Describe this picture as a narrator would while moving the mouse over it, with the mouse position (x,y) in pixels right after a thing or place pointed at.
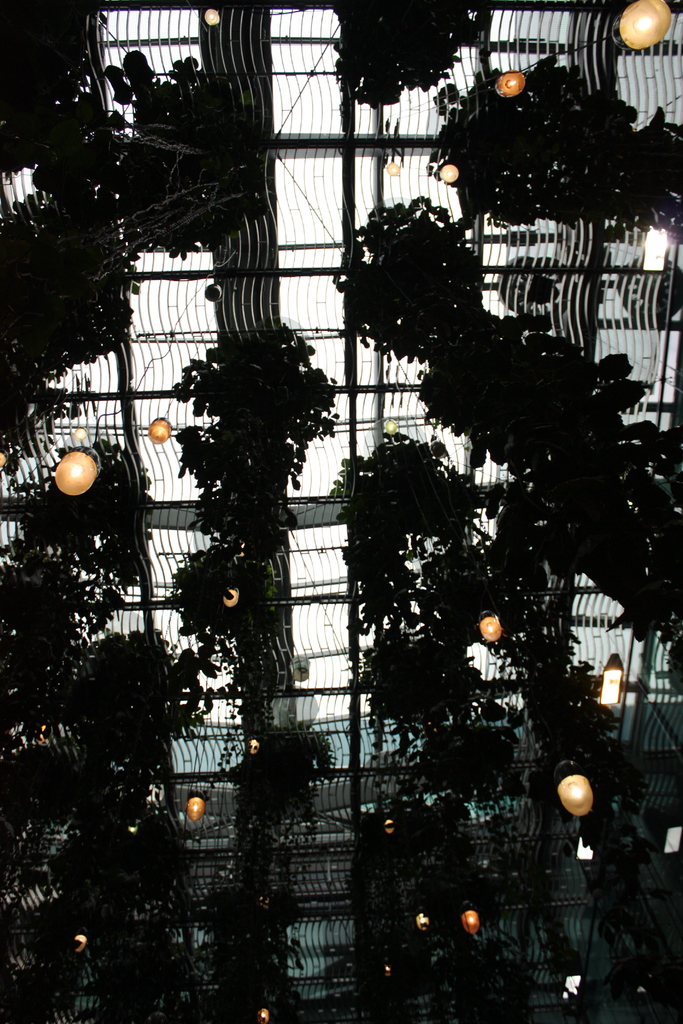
In this image I can see few plants (554,649), few lights (195,809) hanging to the net (379,177) and the sky (323,166) is in white color.
